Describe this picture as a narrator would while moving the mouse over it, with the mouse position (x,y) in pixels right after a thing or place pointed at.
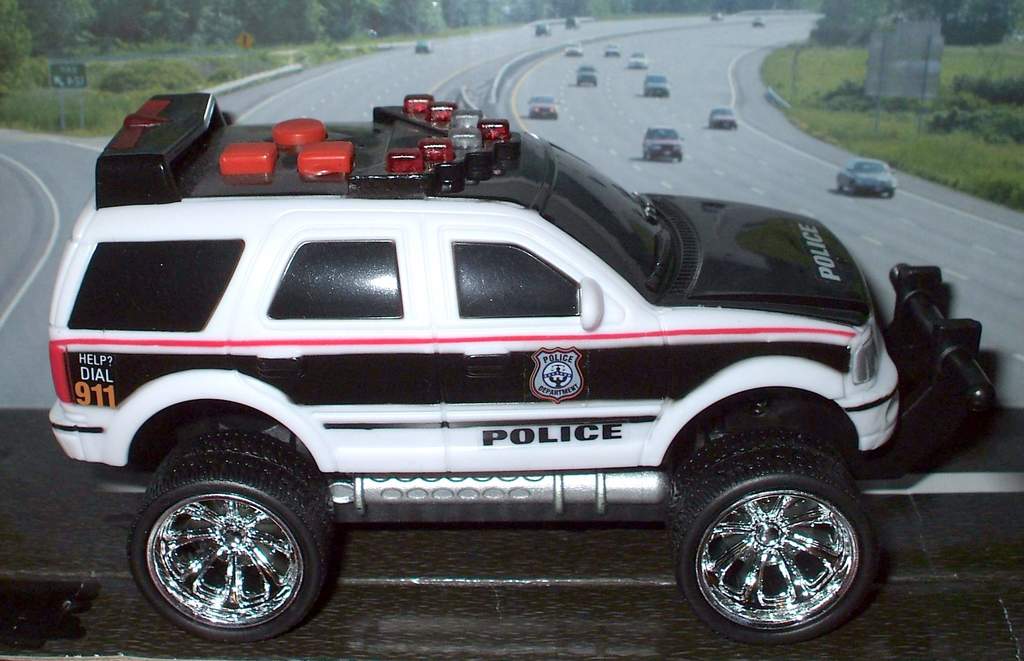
In this picture, I see a toy police car (787,337) on the table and a poster (65,90) on the background (1022,401) shows, trees (276,20) and few cars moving on the road (974,266).
